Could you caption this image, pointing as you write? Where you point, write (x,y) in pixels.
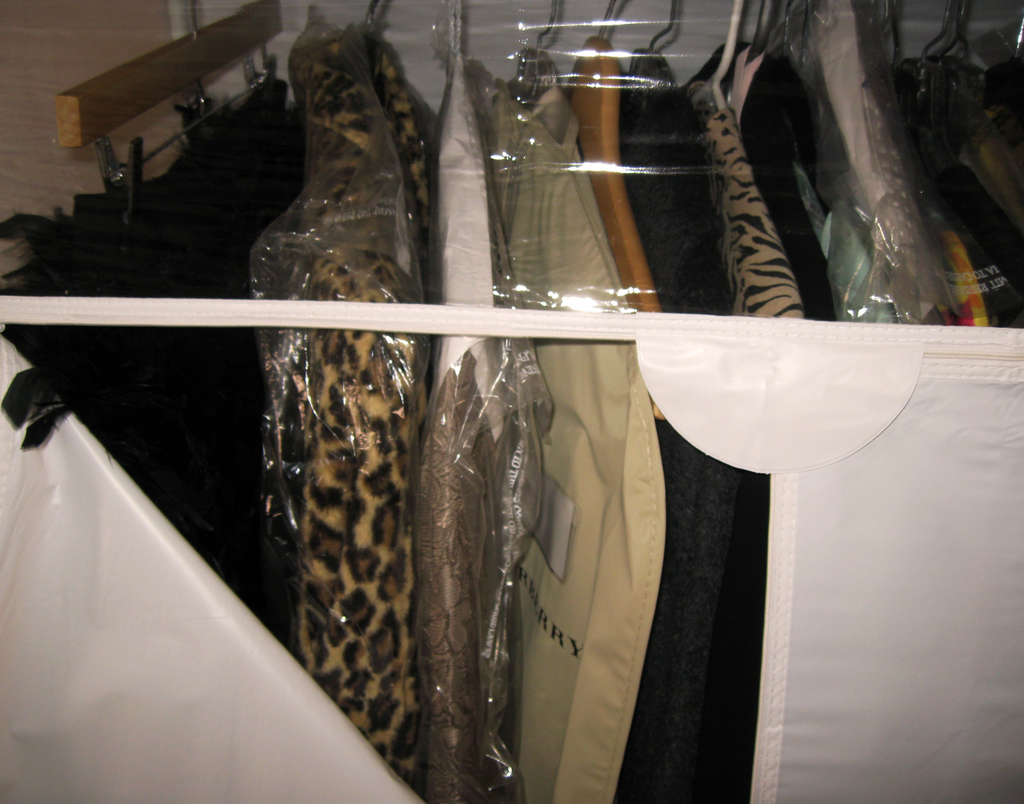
In this image there are suits (207,166) hanged in a cupboard (36,87).
